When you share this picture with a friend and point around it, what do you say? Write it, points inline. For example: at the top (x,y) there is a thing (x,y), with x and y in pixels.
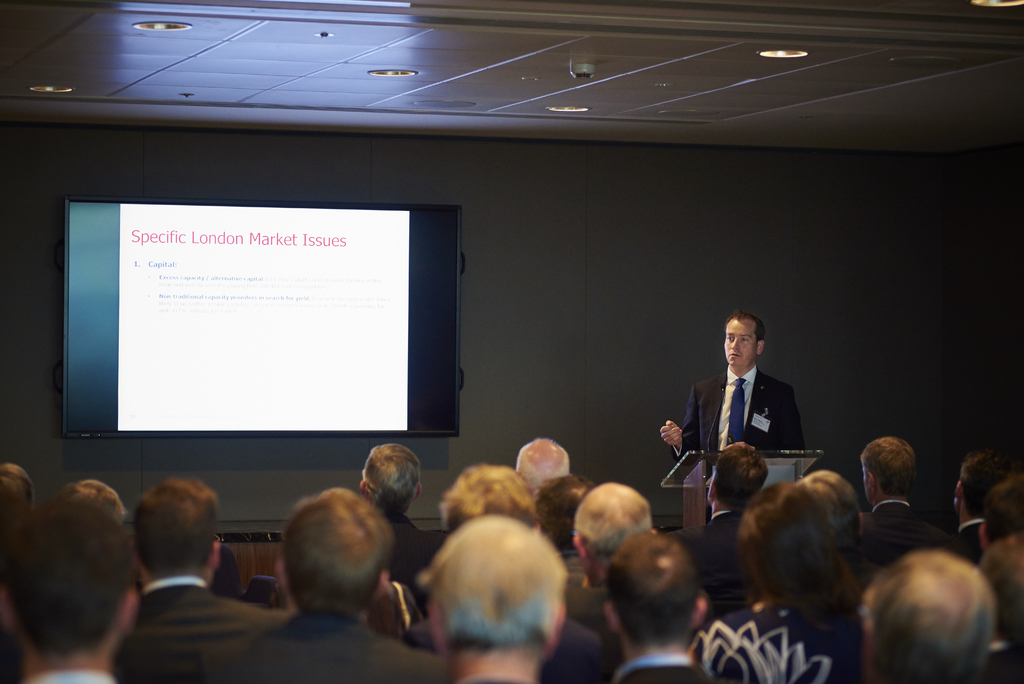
Group of people (501,536) sitting and this man (760,403) standing, in front of this person (723,439) we can see podium (711,460). On the background (585,242) we can see wall (488,262) and screen (231,223). On top we can see lights (785,56).
